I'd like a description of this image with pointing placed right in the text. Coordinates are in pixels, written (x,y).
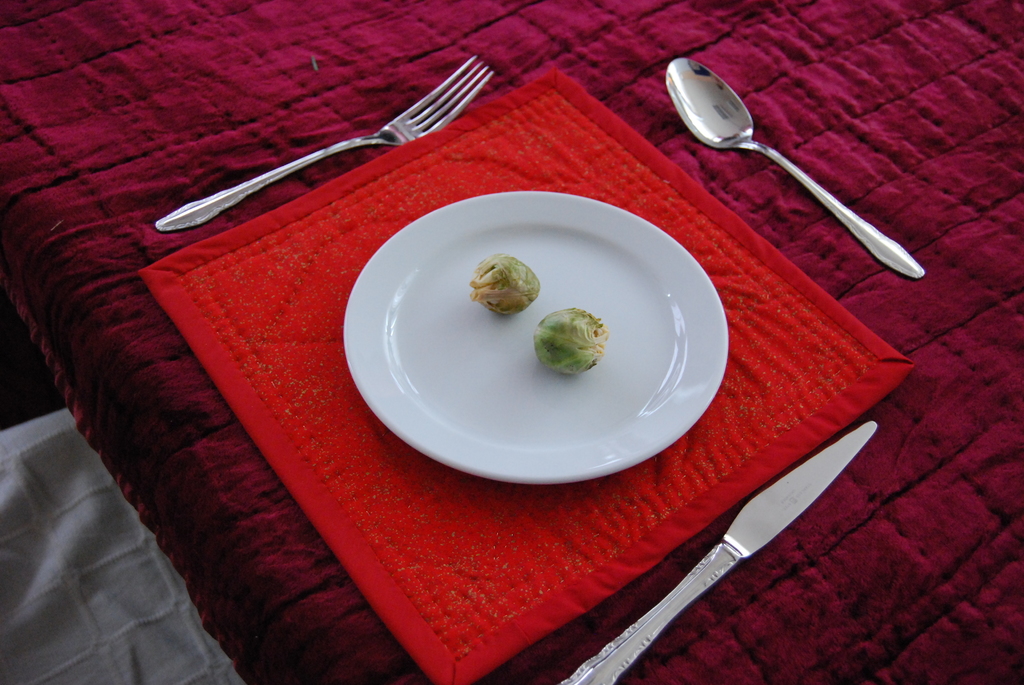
In the middle of the image (517,342) there is a plate (488,313) with two vegetables (543,329) on it. The plate (397,381) is placed on the red cloth (269,296). There is a fork (390,131), a knife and a spoon (710,123) on the table runner (936,492). At the left bottom of the image (110,623) there is a cloth (42,497) which is white in color.
